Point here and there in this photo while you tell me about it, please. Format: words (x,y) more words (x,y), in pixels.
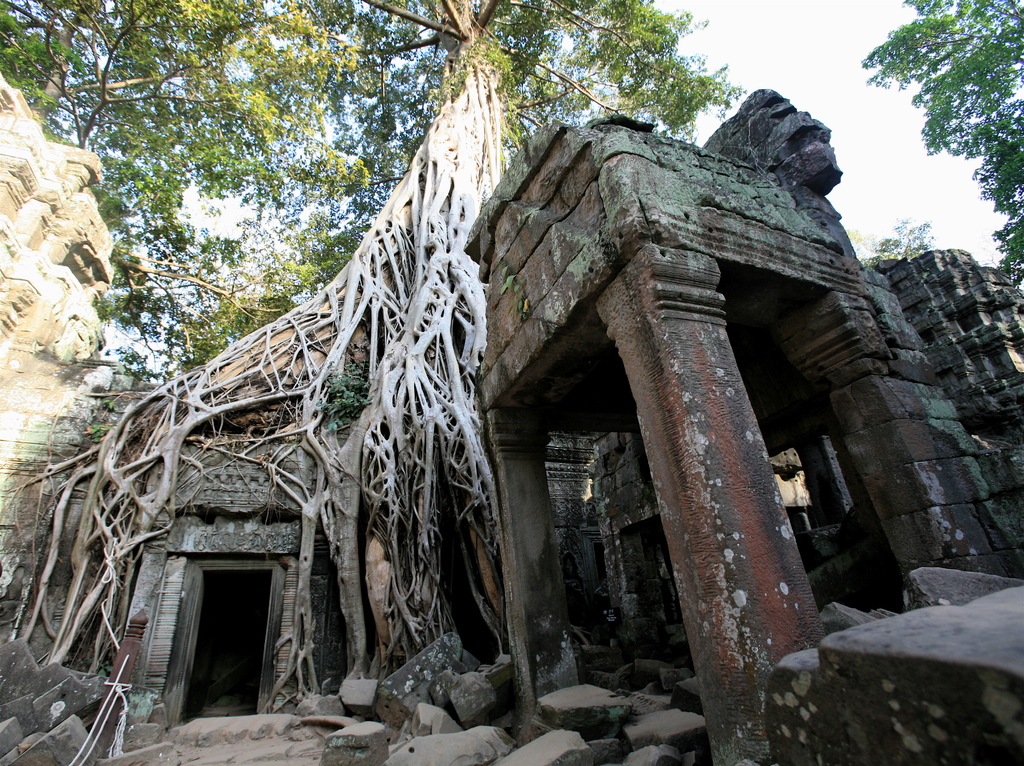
The picture consists of a monument (26,236). In the foreground (441,724) there are stones (483,692). At the top (306,78) there are trees (494,99). Sky (136,344) is sunny.
